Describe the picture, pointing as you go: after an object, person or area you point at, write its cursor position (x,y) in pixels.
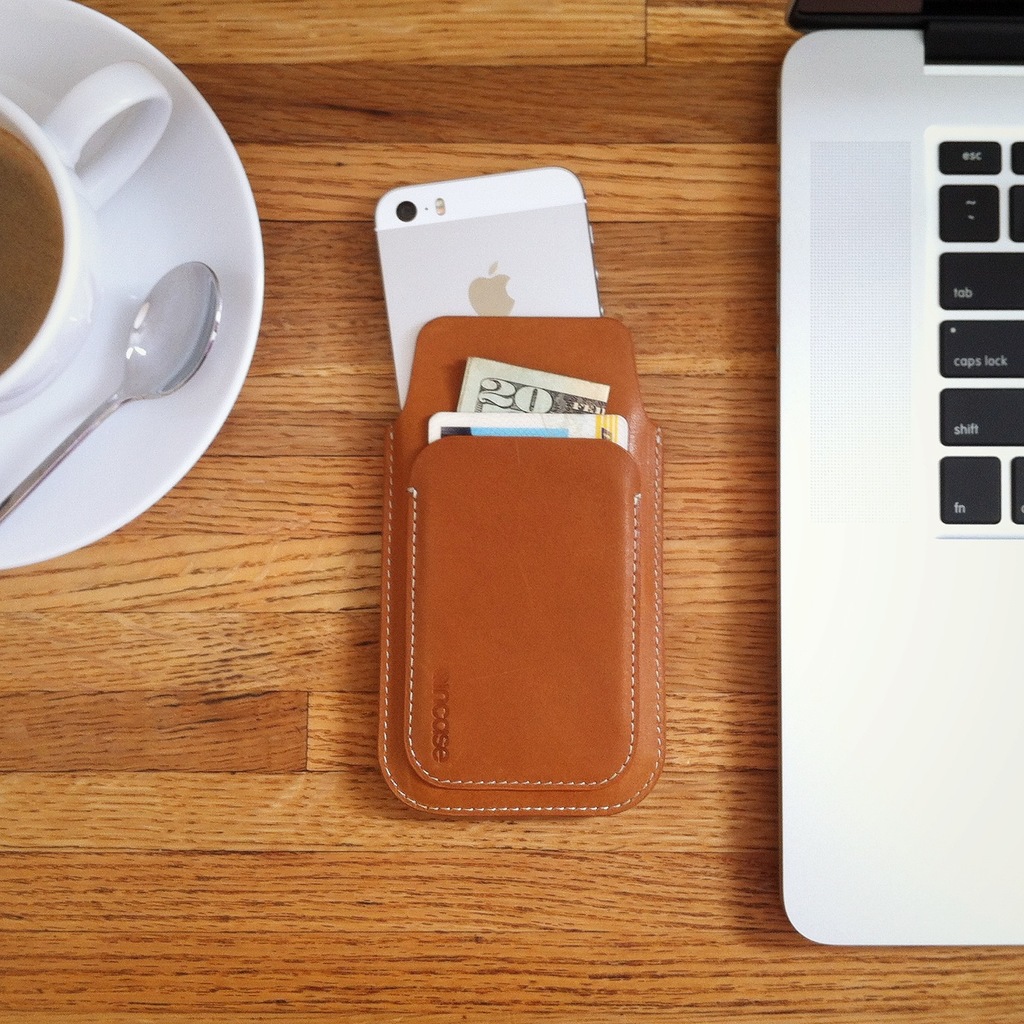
In this picture we can see a cup (65,133) with drink (40,190) in it, spoon (197,288), saucer (91,447), mobile (394,260), purse (537,362), laptop (980,50) and these all are placed on a wooden table (286,169).
